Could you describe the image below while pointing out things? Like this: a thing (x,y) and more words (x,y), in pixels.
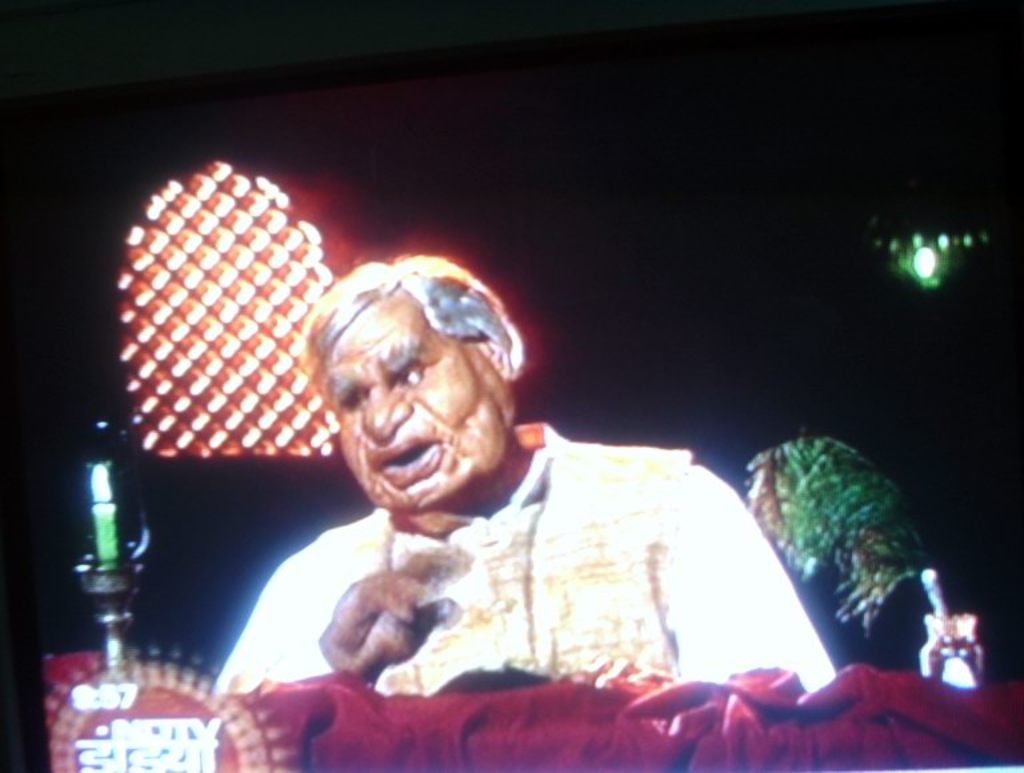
In this image we can see a doll (535,488) wearing dress (701,612) and grey hair (491,309). In the foreground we can see red cloth (379,732) and a bottle (924,666) placed on it. In the background (167,332), we can see a window (197,297) and a feather (855,531).
